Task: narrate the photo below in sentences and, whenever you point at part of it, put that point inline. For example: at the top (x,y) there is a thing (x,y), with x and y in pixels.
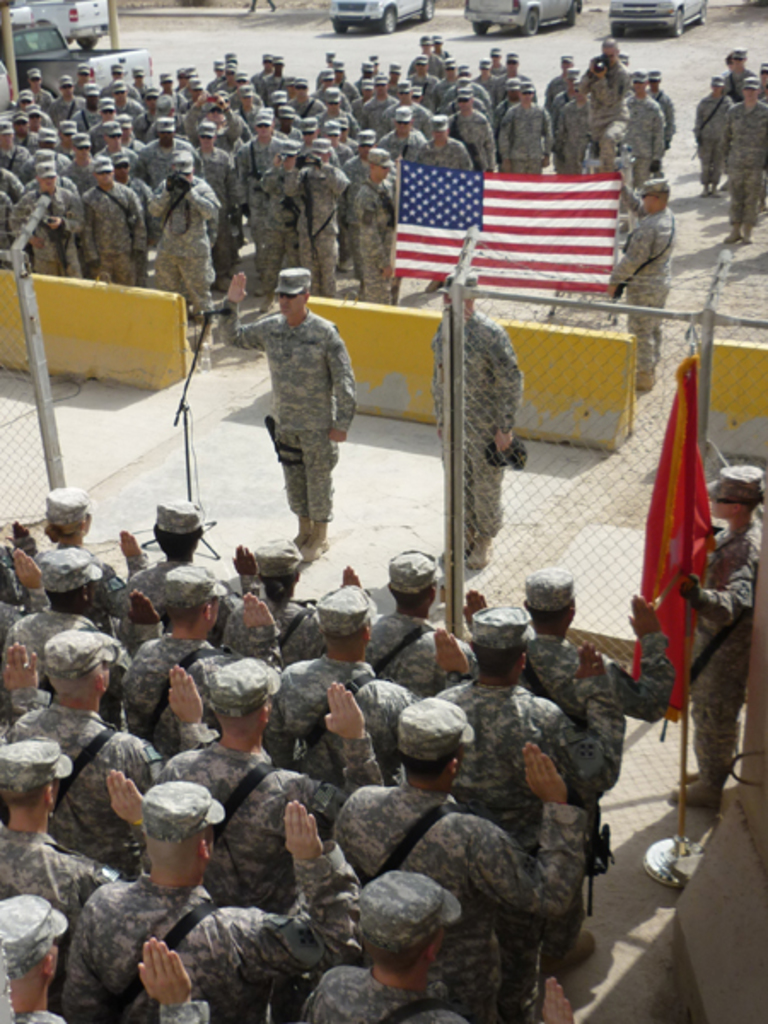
In this image we can see some people (321,882) wearing uniforms (260,101) and there is a person (231,319) standing in front of the mic (222,308) and we can see there are two persons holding flag (489,214). There are some vehicles (402,6) in the background (392,13) and on the right side of the image (724,601) we can see a person (739,673) holding a flag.
